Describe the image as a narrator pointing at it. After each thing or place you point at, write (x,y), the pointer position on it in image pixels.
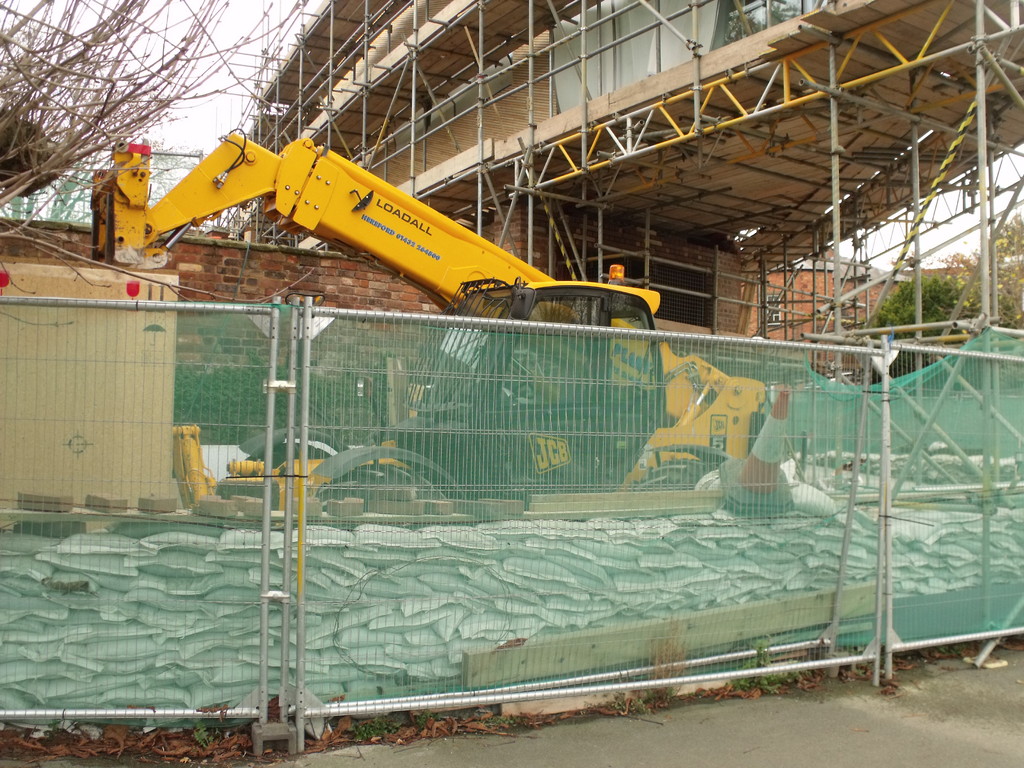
In this image we can see a vehicle (455,399). In front of the vehicle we can see a group of bags (374,526) and fences (441,515). Behind the vehicle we can see a wall (315,351) and an under construction building (580,176). In the top left (102,65), we can see the sky (101,7) and a tree (21,71). On the right side (898,302), we can see the trees (886,309) and a building (864,295).
